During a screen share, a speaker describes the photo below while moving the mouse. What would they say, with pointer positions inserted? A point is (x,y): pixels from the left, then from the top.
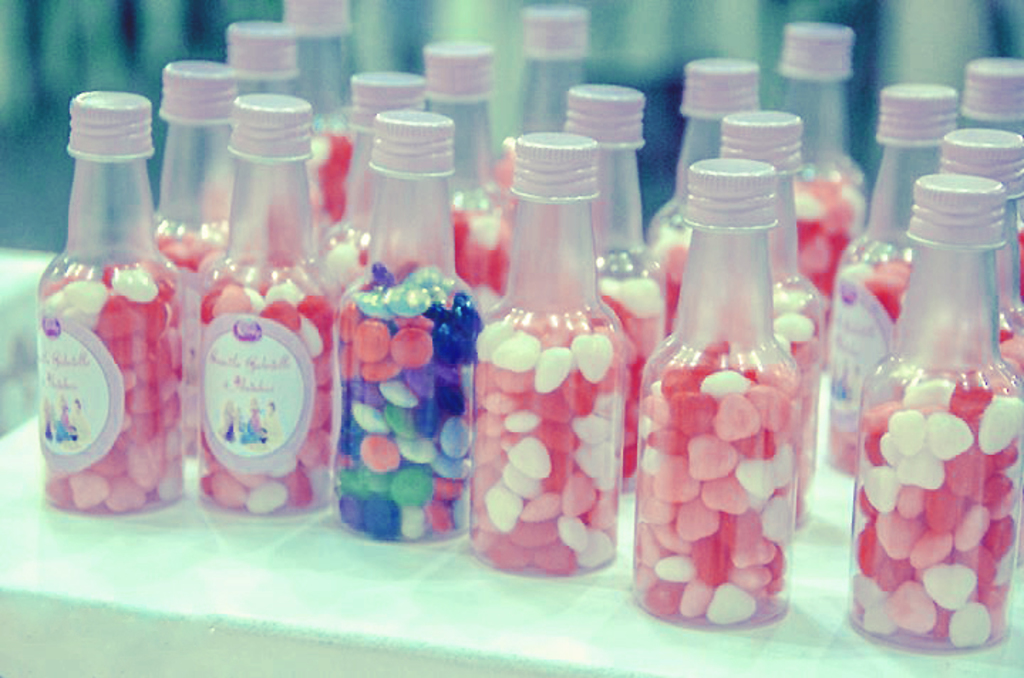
On a table (40,476) there are many bottle (919,379) with a colorful items (461,358) in it.
